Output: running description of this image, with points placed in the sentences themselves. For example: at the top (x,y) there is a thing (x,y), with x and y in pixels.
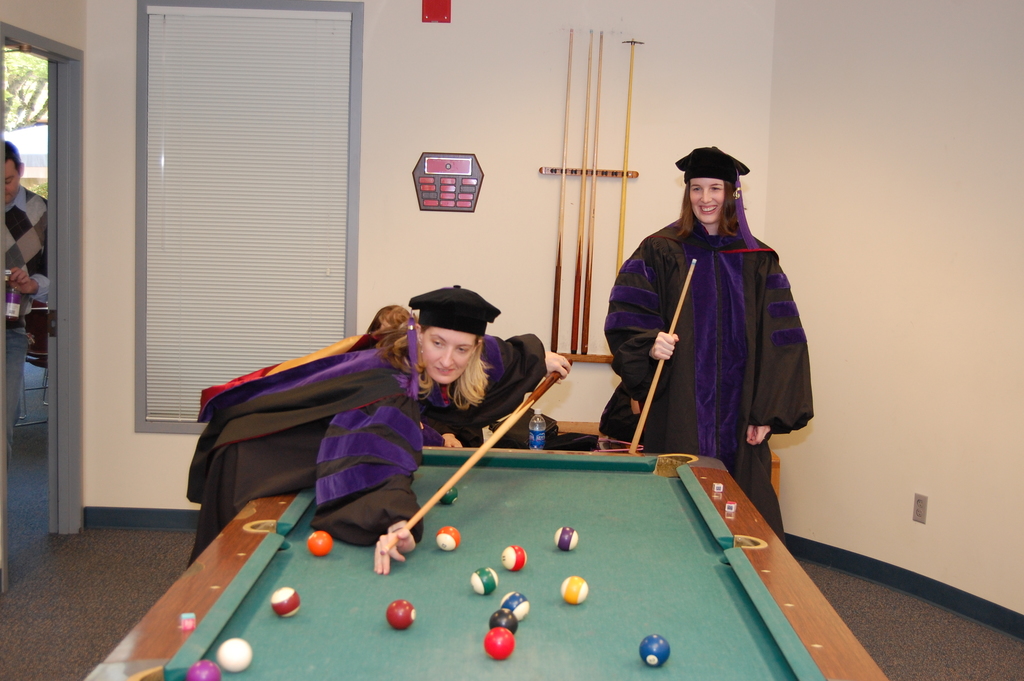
On the background (860,91) we can see wall (943,100), snookers stick (588,227) on a wall (569,256). Here we can see a man (38,251) standing near to the door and holding a bottle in his hand (16,280). This is a door (52,313). Here we can see two women (383,396) standing and playing snooker game.
